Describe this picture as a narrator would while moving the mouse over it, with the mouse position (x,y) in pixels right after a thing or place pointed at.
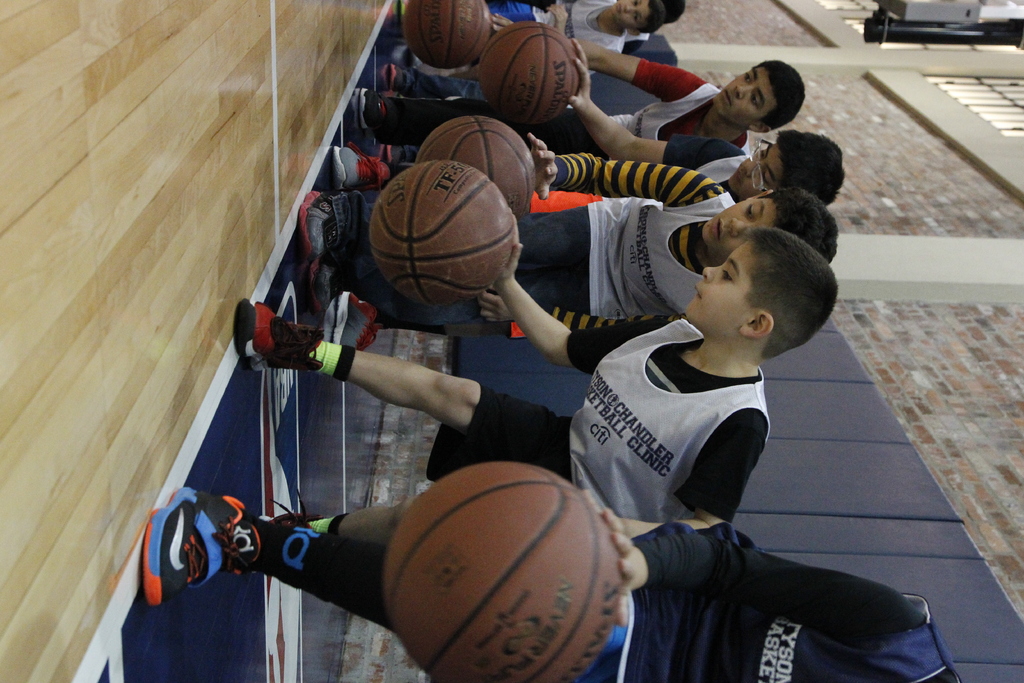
In the foreground of this image (448,643), there are few boys (694,236) dribbling ball (519,63) on the floor (236,265). In the background (930,353), there is a wall (930,353).
